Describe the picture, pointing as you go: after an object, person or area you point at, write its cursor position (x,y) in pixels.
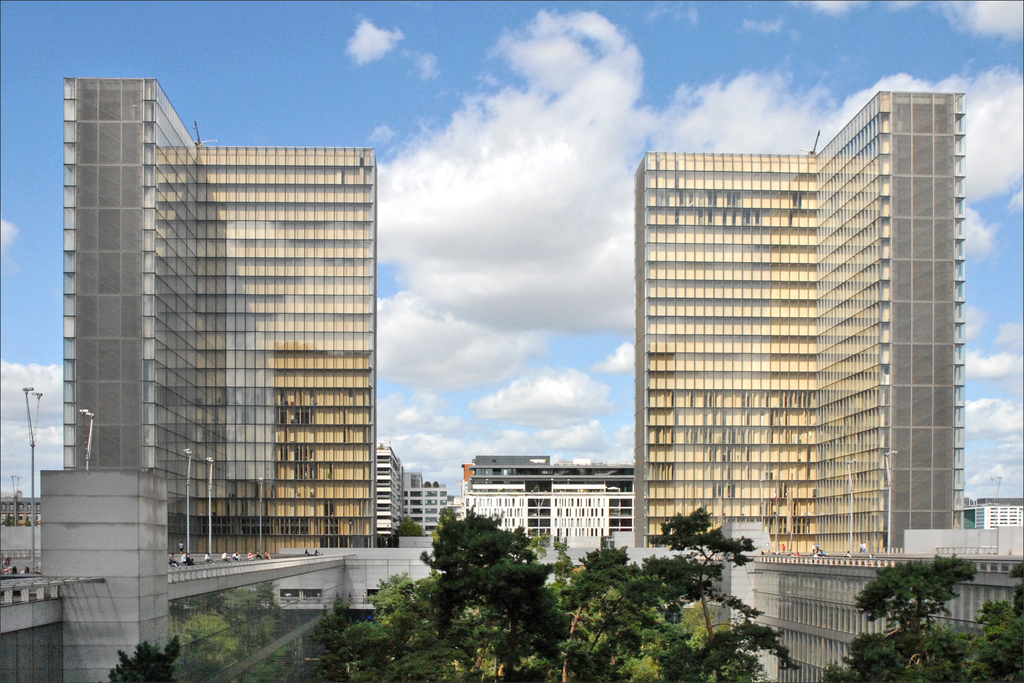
In the center of the image (354,426) we can see a buildings (328,468) are there. On the left side of the image (35,611) we can see a bridge (221,573), electric light poles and some persons (191,564) are there. At the bottom of the image (518,645) trees (549,660) are present. At the top of the image (541,169) clouds (571,265) are present in the sky (538,303).
